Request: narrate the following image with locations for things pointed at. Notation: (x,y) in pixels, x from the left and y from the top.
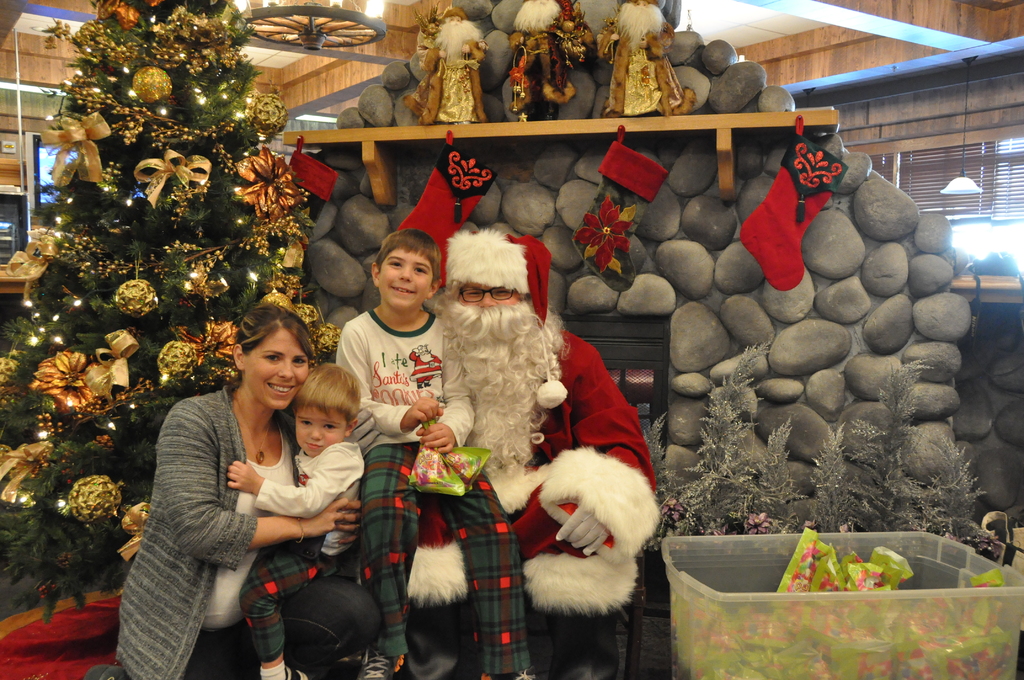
There is a lady (205,408), children (350,365) and a man (503,391) in santa claus dress (518,482). Man (519,468) is wearing specs (478,295) and gloves (579,534). Boy (441,434) is holding a packet (453,468). In the back (171,236) there is a Christmas tree (141,232) with decorations (194,159). Also there is a wall (508,114) with rocks (408,120). Near to that there are toys (643,86) and some decorations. There is a basket (739,612) with some items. In the back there are lights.
